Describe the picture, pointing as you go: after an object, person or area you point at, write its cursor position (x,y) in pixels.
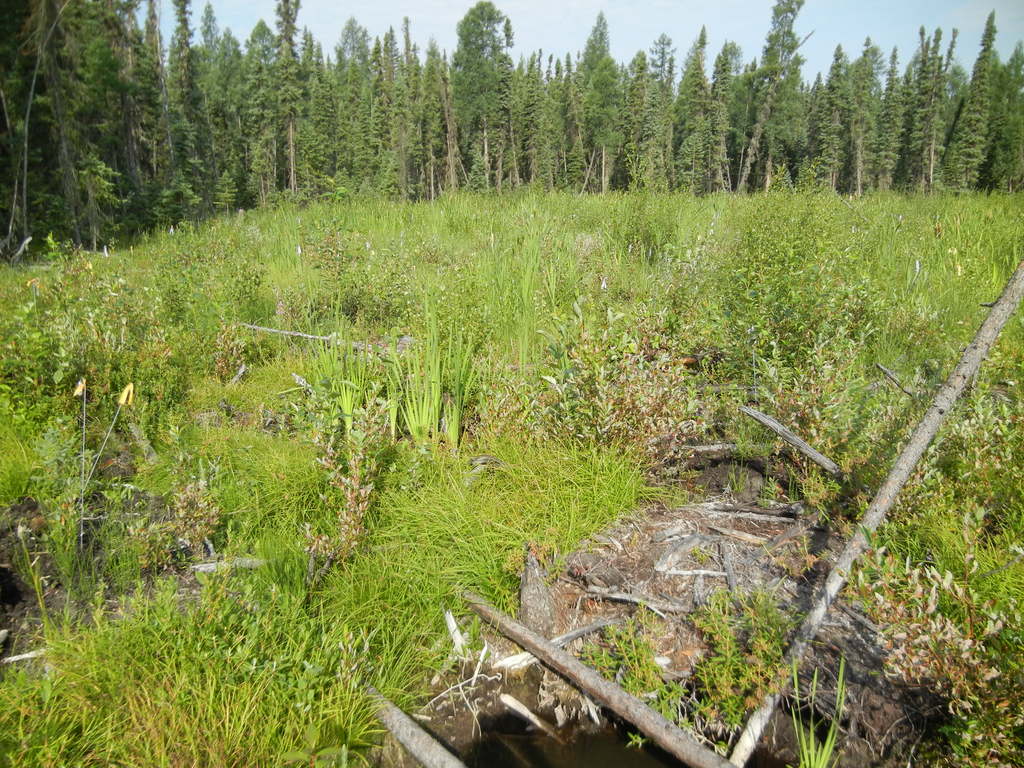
In this image I can see few trees (22,111), green color grass (691,299), few sticks (994,319) and the sky (856,50) is in blue color.
